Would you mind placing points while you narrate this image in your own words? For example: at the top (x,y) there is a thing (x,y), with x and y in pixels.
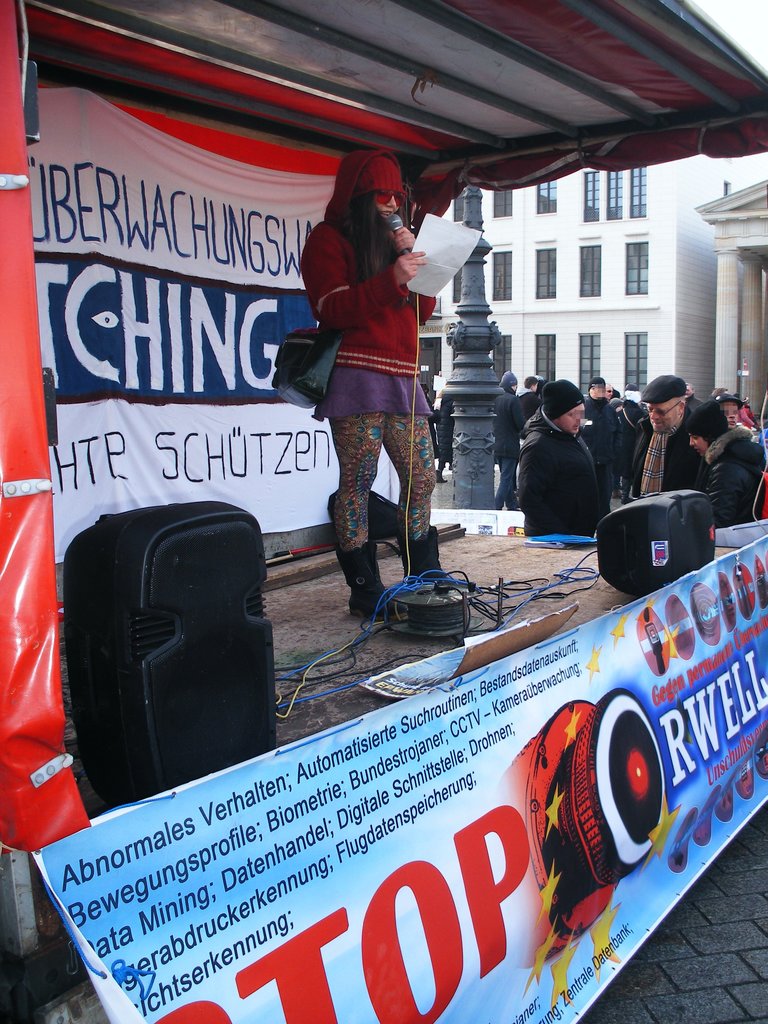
There is a person (378,183) wearing cap (377,173), goggles (385,197) and a bag (281,371) is holding a paper (453,242) and mic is standing on a stage (347,636). On the stage (300,642) there are speakers (249,641), banners (92,313) and wires (418,607). In the back (583,424) there are many people (583,395), pole (474,421) and a building (583,274) with windows (585,292).
